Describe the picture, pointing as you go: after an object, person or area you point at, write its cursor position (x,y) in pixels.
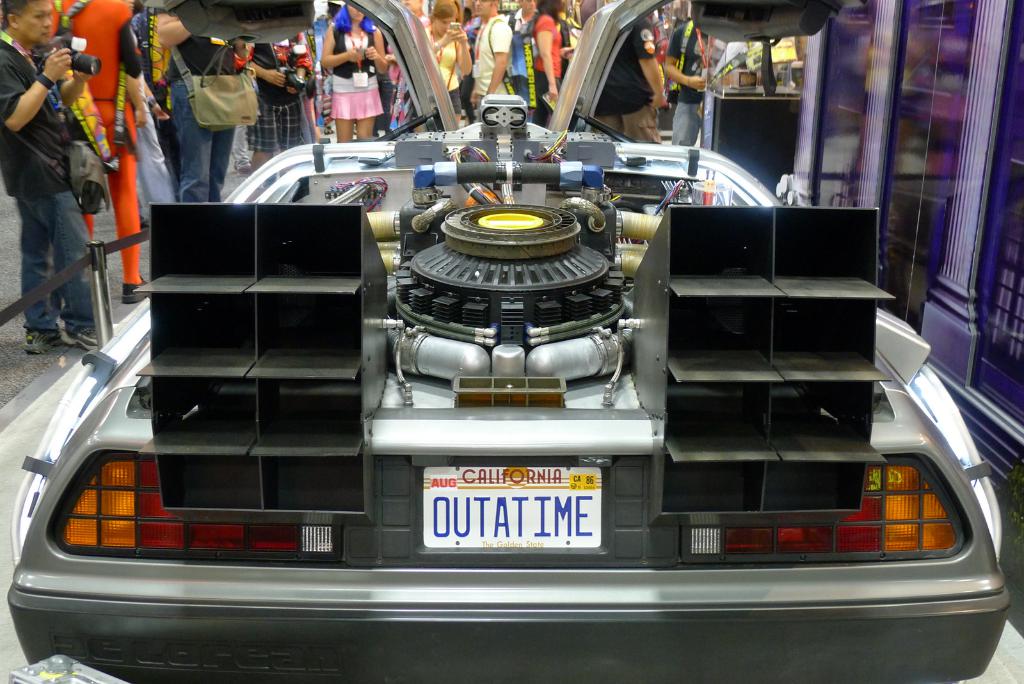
Here I can see a car (617,340). At the bottom (440,535) there are two lights (121,547) and a board (516,528) attached to it. On the board (486,499) there is some text (521,524). On the right side (940,188) there is a glass (955,149). In the background (346,94) many people (52,140) are standing. Few people (179,97) are wearing bags (201,112) and few are holding cameras (78,51) and mobiles (453,26) in their hands (56,60) and capturing the pictures of this car (428,279).
